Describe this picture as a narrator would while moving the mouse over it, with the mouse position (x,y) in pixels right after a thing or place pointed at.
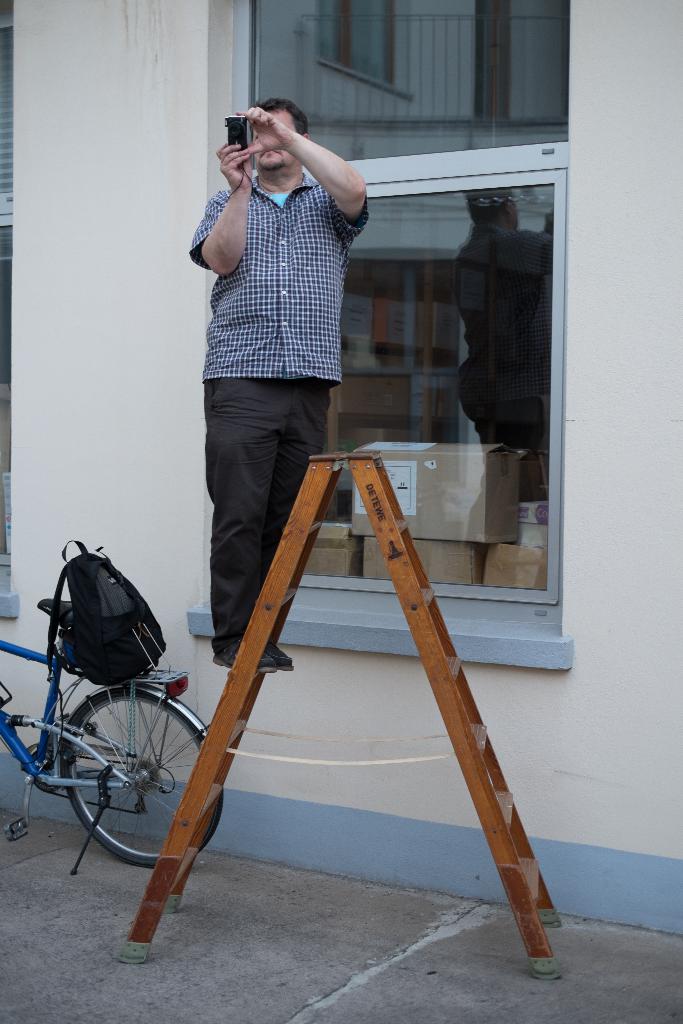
In the middle of the picture (284,590), we see a ladder stand (296,590). We see a man (237,309) is standing on the ladder (260,628). He is clicking photos with the camera (246,136). Behind him, we see a white wall (134,325) and the glass windows (339,131) from which we can see the carton boxes (460,552). On the left side (74,663), we see a bicycle (107,768) and a bag (162,649) in black color. At the bottom (270,893), we see the road (329,912).
